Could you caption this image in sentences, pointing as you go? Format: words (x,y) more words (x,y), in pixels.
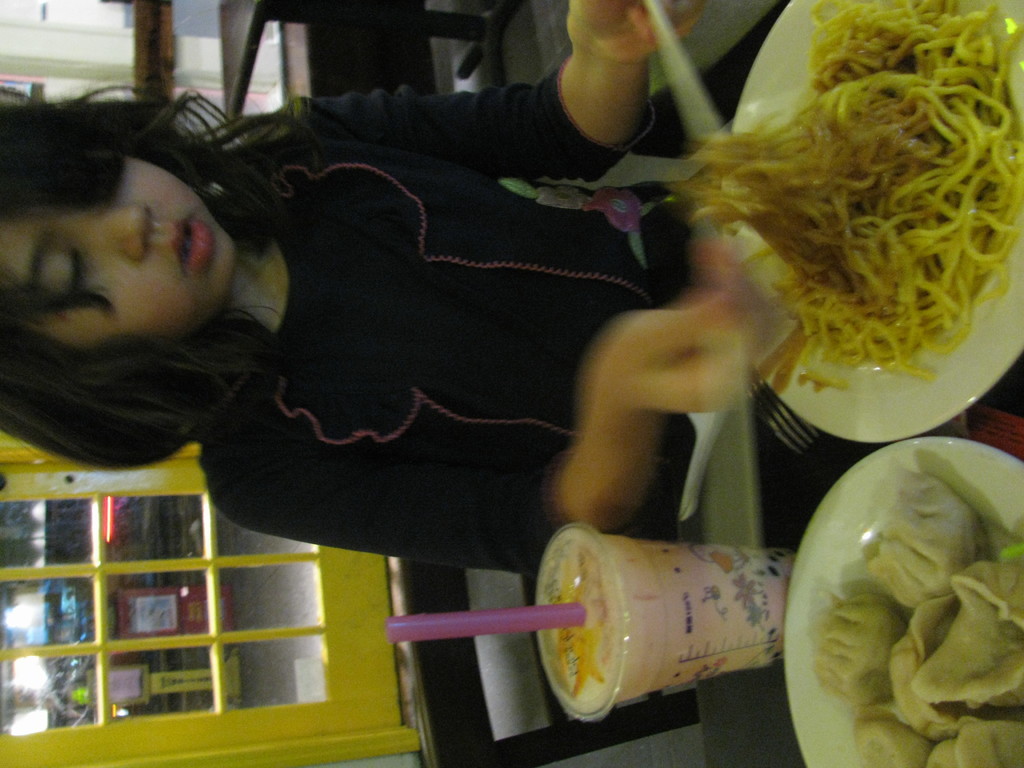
There is a girl (233,224) holding chopsticks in her hands (642,376) in front of a table (776,447) in the foreground area of the image (653,376), there are food items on the table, it seems like a door (167,665) and other objects (152,624) in the background (278,593).
